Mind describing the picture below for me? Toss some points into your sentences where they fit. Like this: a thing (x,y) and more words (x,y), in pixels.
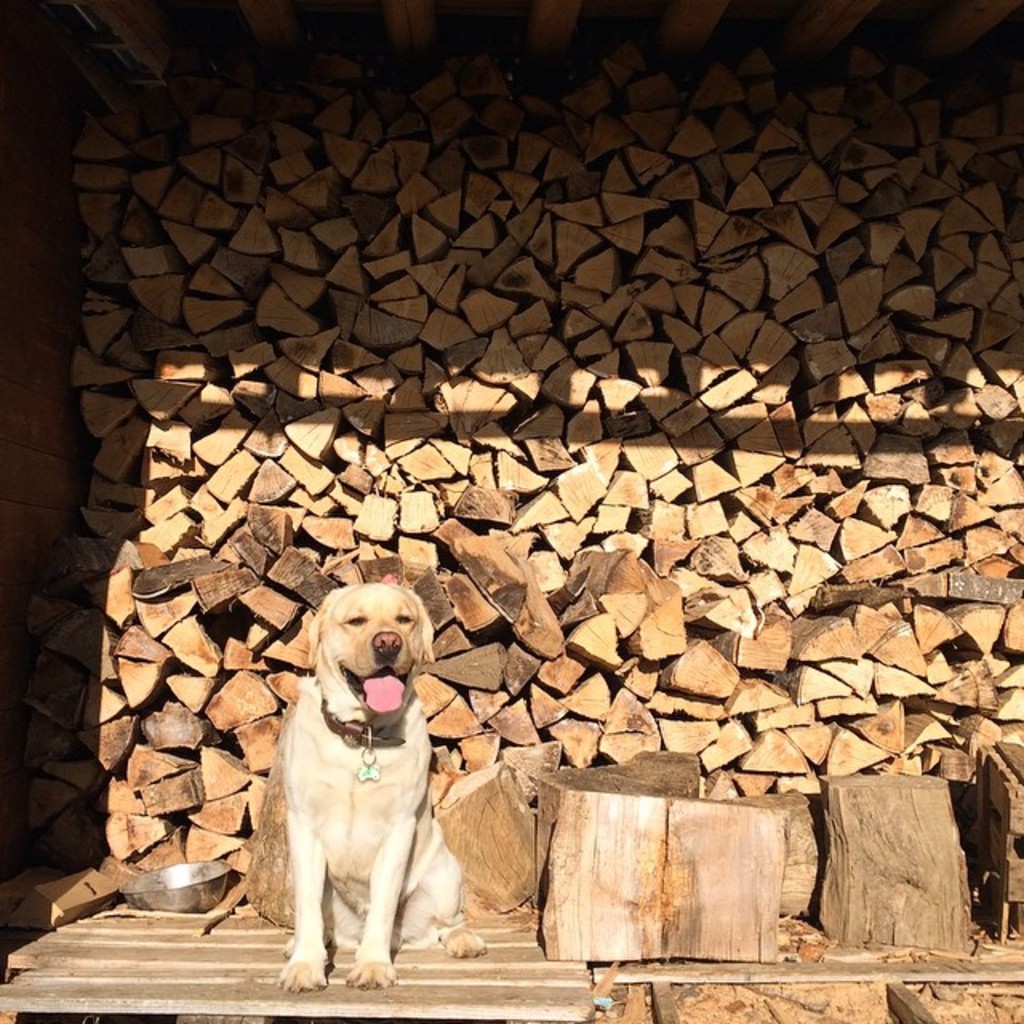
In this picture we can see a dog (389,799) is sitting, on the right side (927,913) there is some wood (770,928), in the background (458,344) we can see lumber wood (460,359), on the left side (178,884) there is a steel bowl (190,887).
